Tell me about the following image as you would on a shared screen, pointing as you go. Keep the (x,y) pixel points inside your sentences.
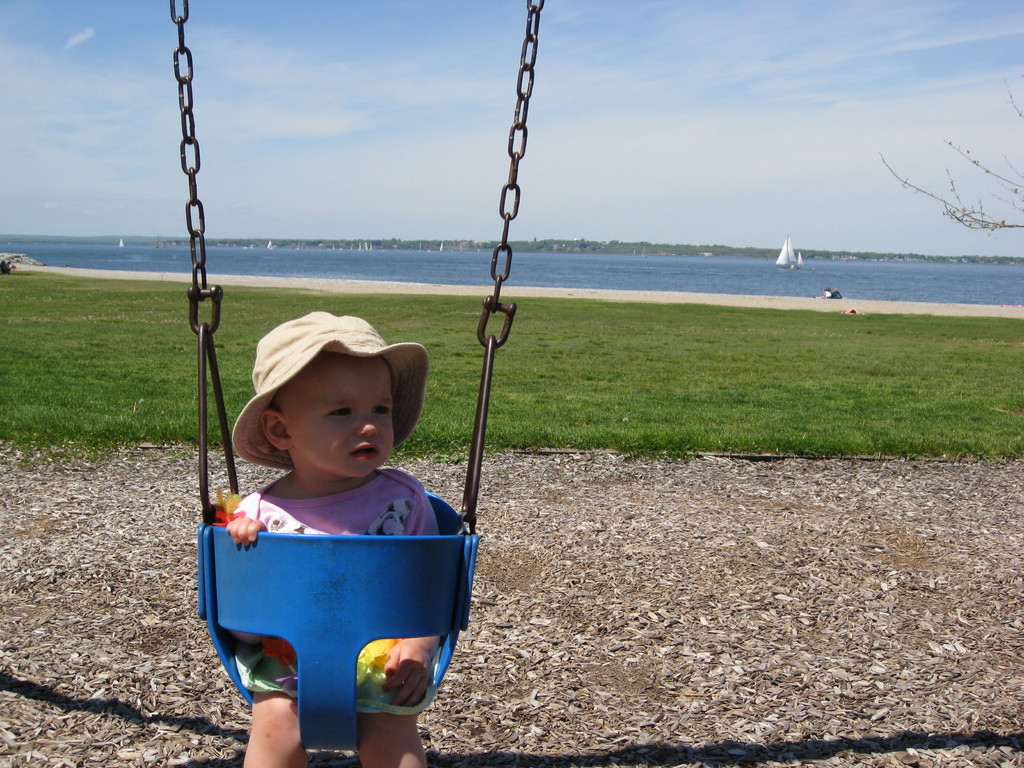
In the foreground of this image (402,553), there is a baby (293,651) wearing hat (368,323) is sitting on a swing (447,538). In the background (771,414), there is a grass land (828,382), water (740,276), few boats (782,255) on the water (150,254), greenery (599,245), sky (828,134) and the cloud (733,130).
